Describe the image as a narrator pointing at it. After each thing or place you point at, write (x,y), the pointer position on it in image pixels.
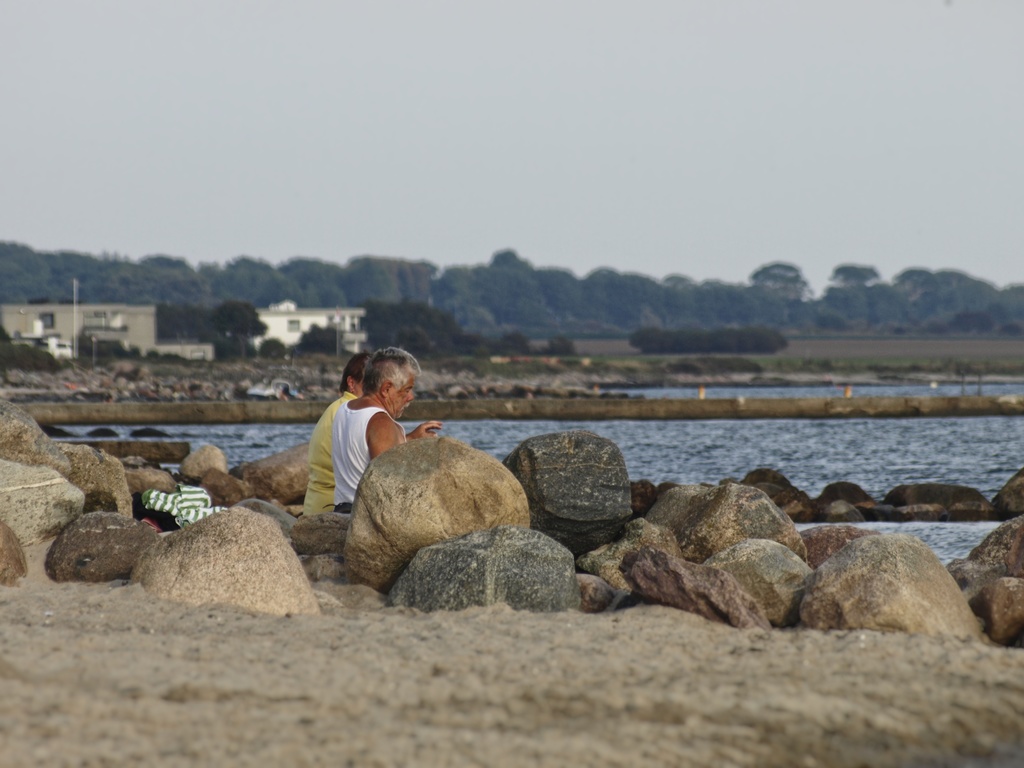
This is an outside view. Here I can see many stones (375,553) on the ground (594,674). In the middle of the image (358,426) there are two persons (352,450) sitting facing towards the right side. On the right side (758,456), I can see the water (667,437). In the background (402,282) there are many trees (244,302) and buildings (117,328). At the top of the image (568,103) I can see the sky (581,144).
